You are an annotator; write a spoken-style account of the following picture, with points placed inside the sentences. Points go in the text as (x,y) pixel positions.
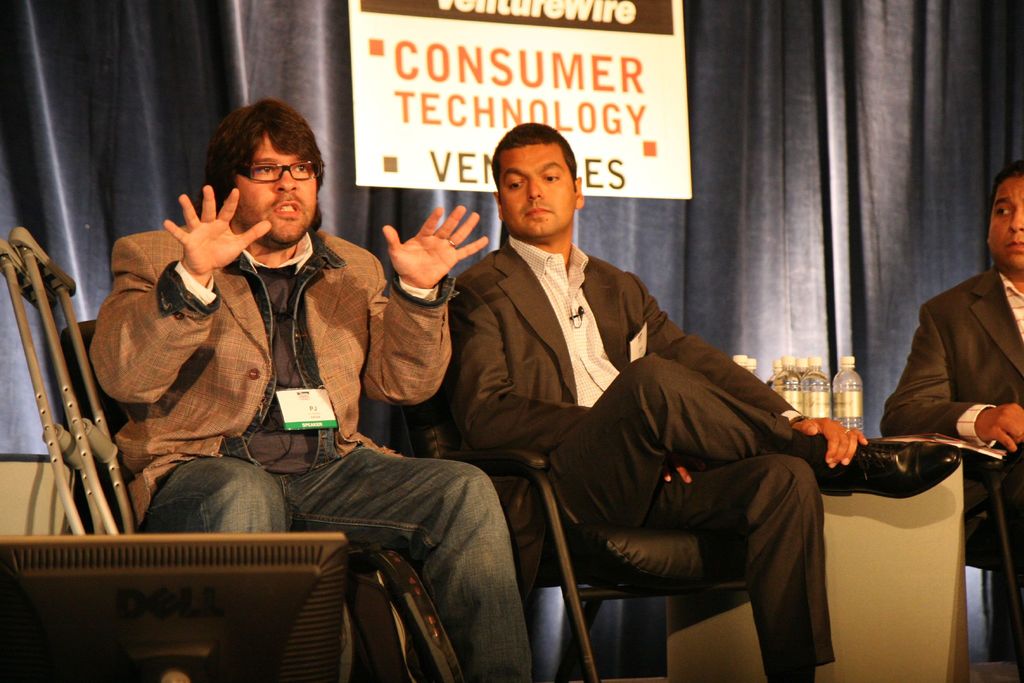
This is the picture of a place where we have three people (821,476) wearing suits (550,455) and sitting on the chairs (561,498) and we can see a table (868,516) on which there are some bottles (792,392) and behind there is a poster (470,187) to the wall (11,76).
